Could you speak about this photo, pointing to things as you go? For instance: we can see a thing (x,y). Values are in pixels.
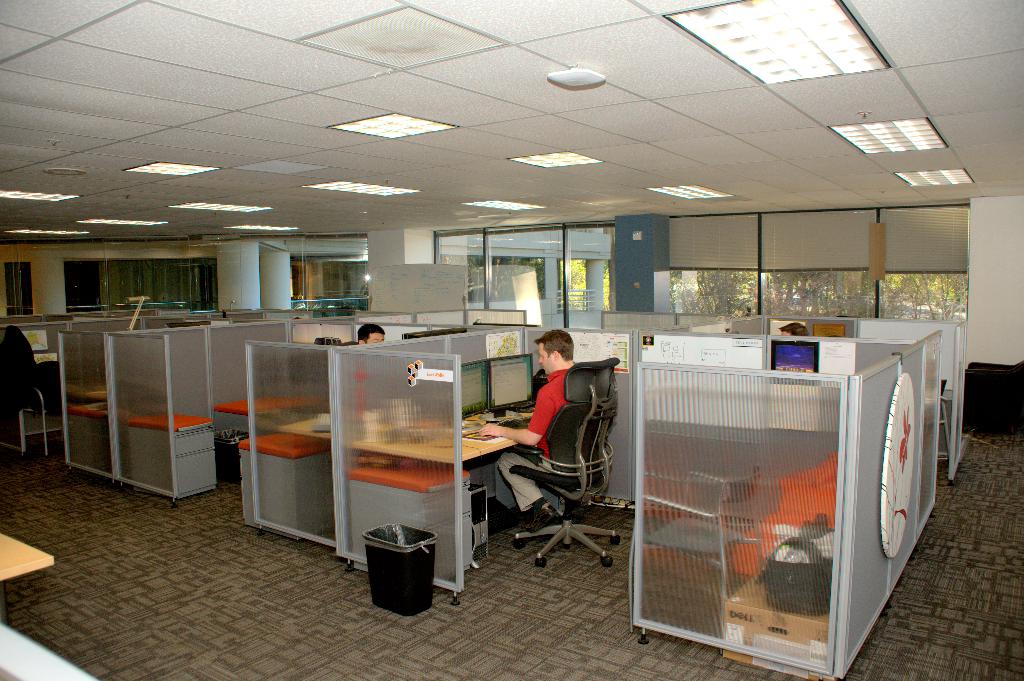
In the picture we can see inside view of the office (440,575) with cabins (844,556) and two people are sitting and working, in the background (145,257), we can see the glass wall (941,275) from it, we can see the trees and to the ceiling (239,12) we can see the lights (749,40).
